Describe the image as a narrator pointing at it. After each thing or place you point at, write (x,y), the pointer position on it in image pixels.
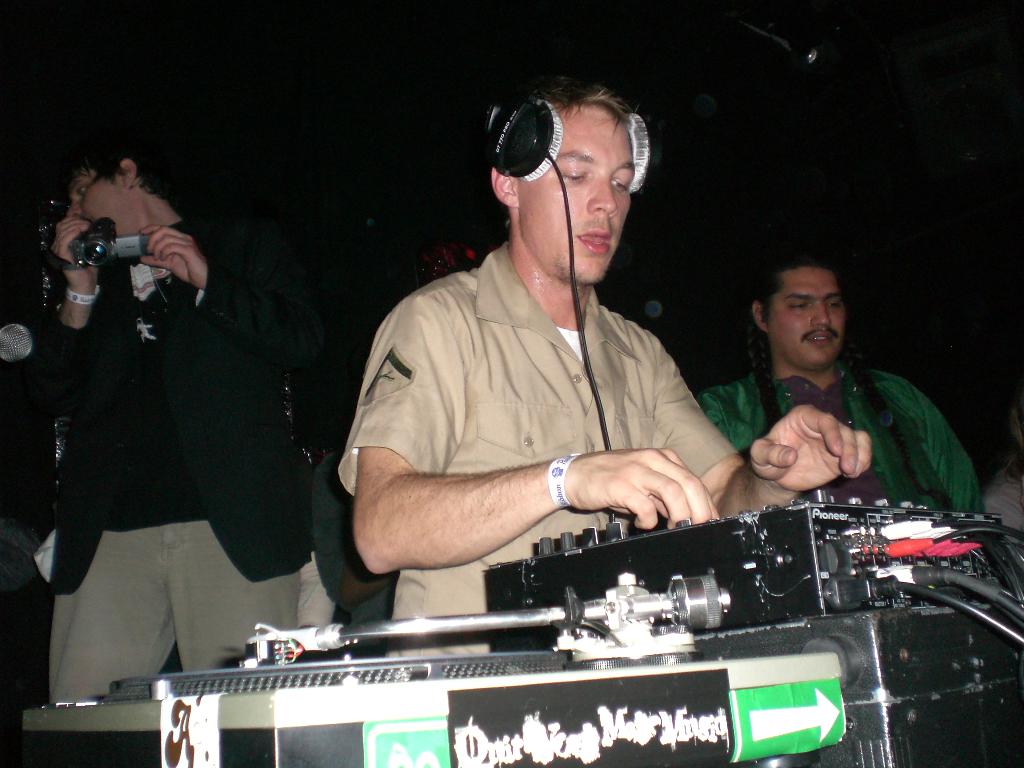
In this picture we can see three persons (561,319) here, there is a music controller (813,572) here, we can see headphones (537,142) here, a man (249,375) on the left side (108,383) is holding a camera (98,255), we can see some wires (906,575) here.
